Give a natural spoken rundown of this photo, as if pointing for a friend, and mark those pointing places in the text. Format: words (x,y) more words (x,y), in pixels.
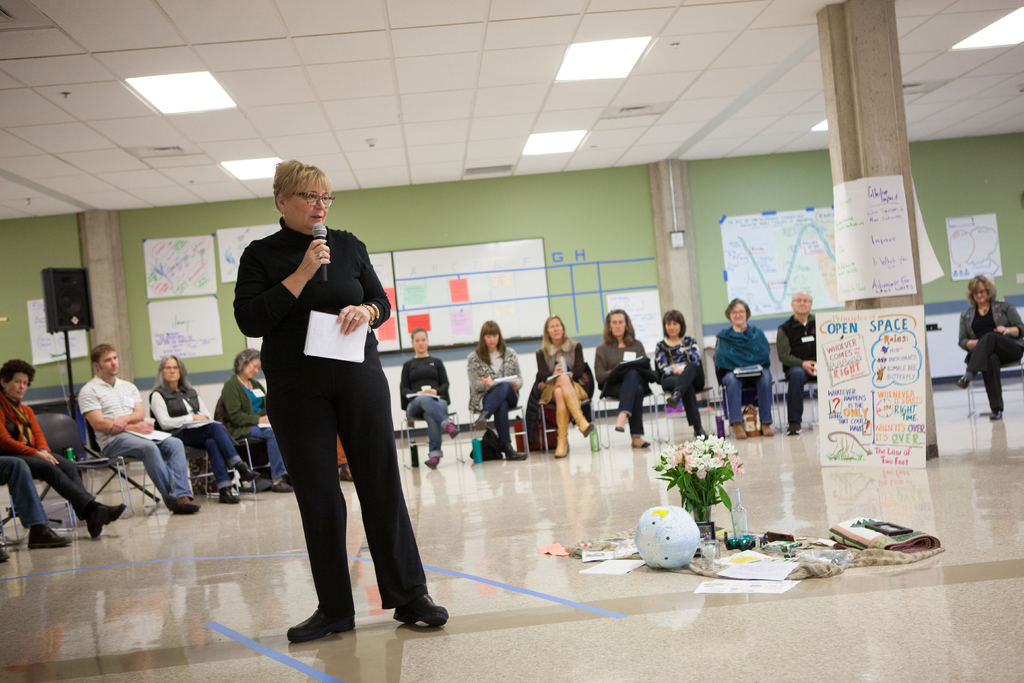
In this image there are a few people (120,438) sitting on their chairs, in front of them there is a person (324,374) standing and holding a paper (314,334) and a mic (324,235), there are a few objects (747,536) on the floor (818,623) and there is a board (854,385) with some text (847,373) and few papers (900,271) are attached to the pillar (868,60). In the background (186,282) there are a few boards (469,295) with some text (816,254), papers (822,225) are attached to the wall (639,206). At the top of the image (262,58) there is a ceiling (309,59) with lights (188,92).
